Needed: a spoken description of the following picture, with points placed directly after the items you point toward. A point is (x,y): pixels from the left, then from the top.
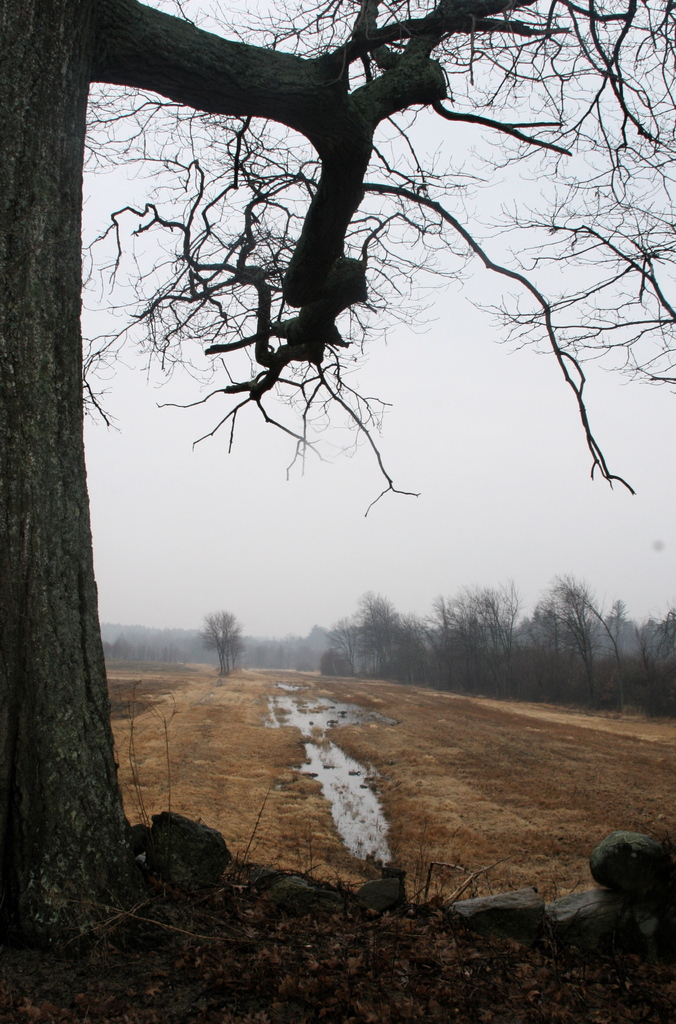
In this image, we can see some trees (226,84). There is a pond (376,810) at the bottom of the image (345,719). In the background (303,558), we can see the sky (180,508). There are rocks (608,855) in the bottom right of the image (646,925).
